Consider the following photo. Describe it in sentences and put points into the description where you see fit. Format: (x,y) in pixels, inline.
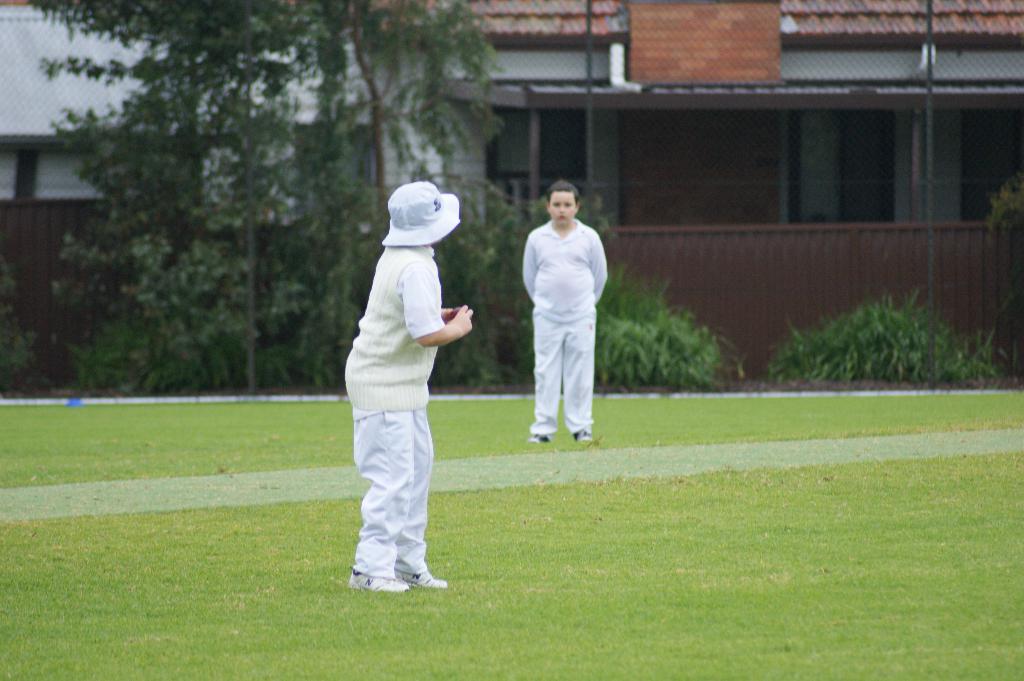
There are two kids (458,333) standing and this kid (392,389) holding a ball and we can see grass (198,415). In the background (712,272) we can see trees (341,69), plants (486,310), fence (715,267), board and house (691,47).
